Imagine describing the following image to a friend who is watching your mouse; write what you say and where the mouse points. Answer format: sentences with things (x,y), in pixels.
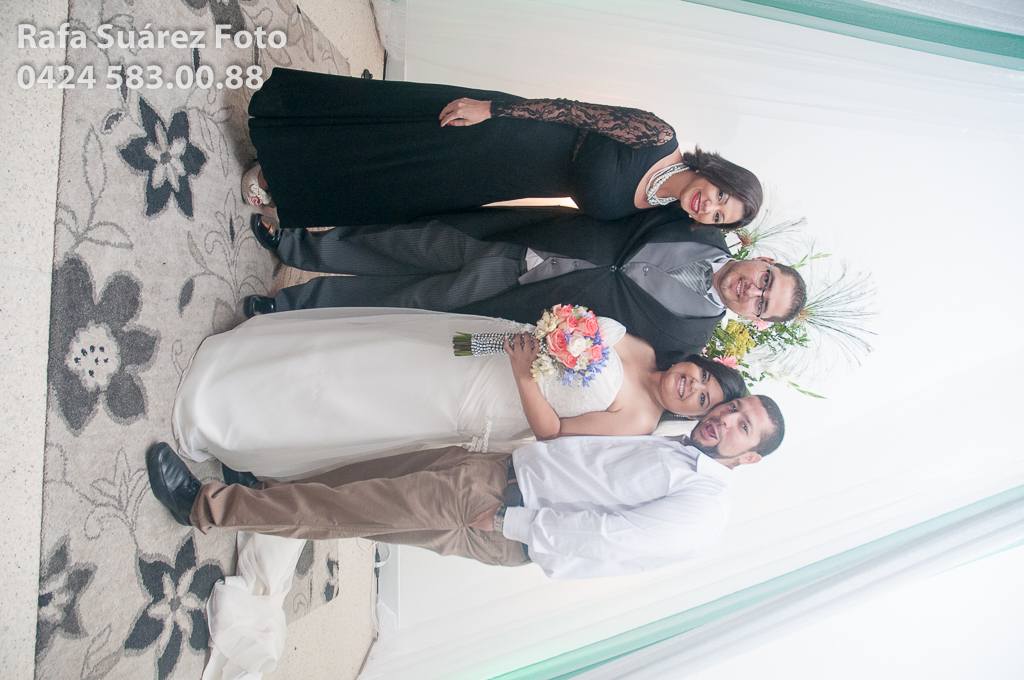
In this image there are a group of people (496,254) standing with a smile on their face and a woman (434,373) is holding a bouquet (460,353) in her hand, behind them there is a plant (824,306) and curtains (848,233), on the top left of the image (161,54) there is text (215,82) and numbers (112,69), on the floor (15,381) there is a mat (225,272).
